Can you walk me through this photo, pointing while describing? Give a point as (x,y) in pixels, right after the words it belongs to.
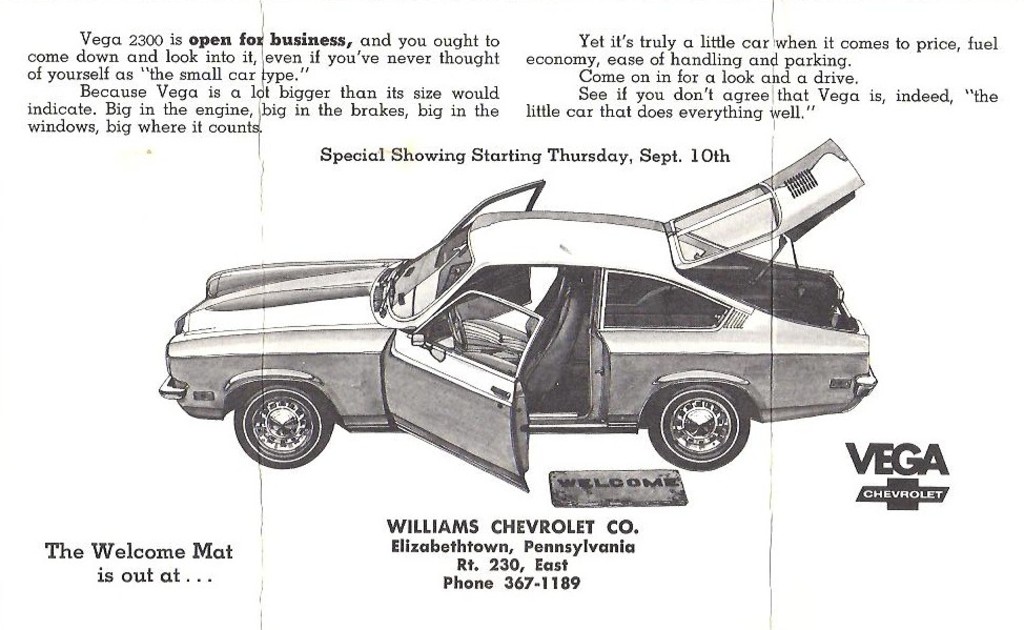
In this picture there is a poster (933,393). In the center (409,338) we can see the car (501,353). And doors (483,416) and trunk (835,206) is opened. Beside the car (568,423) there is a mat (668,498). At the top (934,102) we can see the article (980,37). In the bottom right corner (934,494) there is a logo (852,448).
